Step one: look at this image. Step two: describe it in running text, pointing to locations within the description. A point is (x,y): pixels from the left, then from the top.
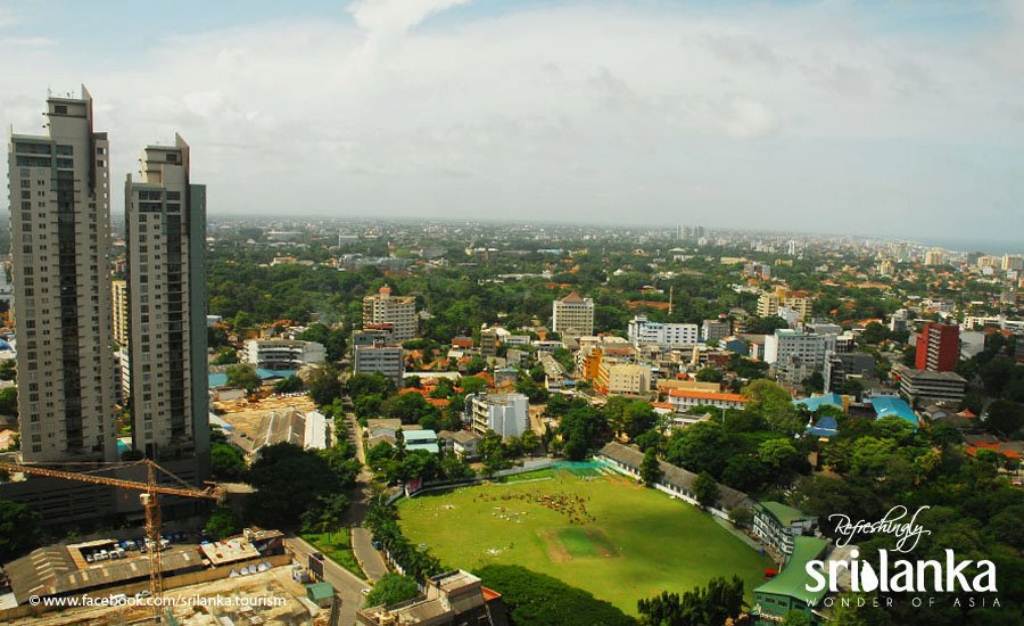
In this image we can see a group of buildings (470,350) and trees (334,379). At the top (490,85) we can see the sky (467,117). In the bottom right (850,590) we can see some text (863,577).
